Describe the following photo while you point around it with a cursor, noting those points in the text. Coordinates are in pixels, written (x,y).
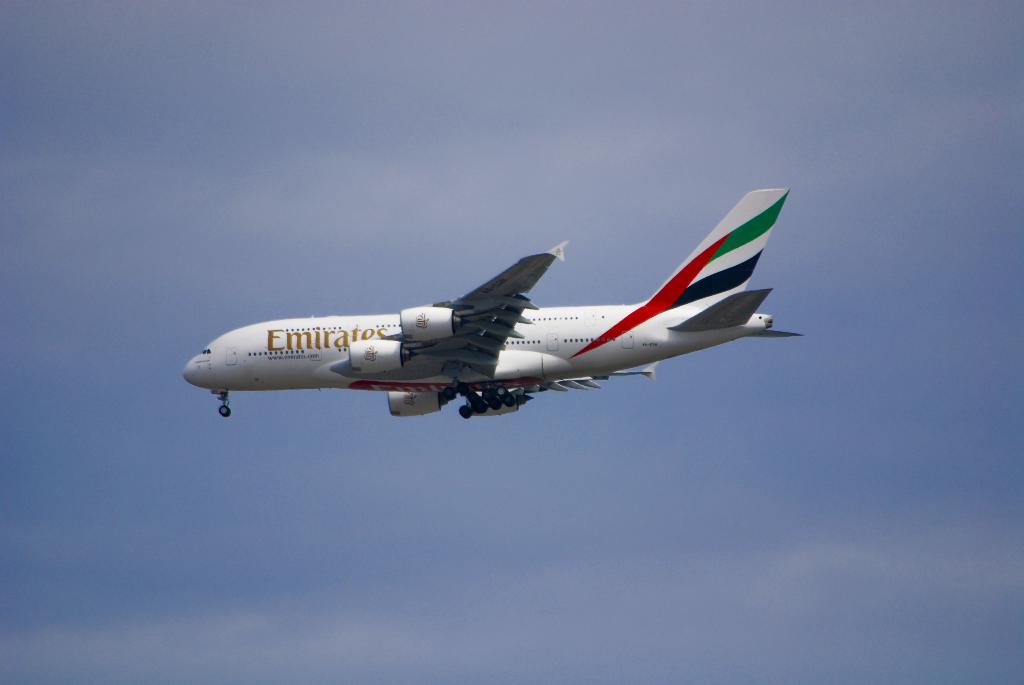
In the center of the image (461,316) we can see the Emirates airplane (366,348) and in the background (402,134) we can see the sky (337,313).
